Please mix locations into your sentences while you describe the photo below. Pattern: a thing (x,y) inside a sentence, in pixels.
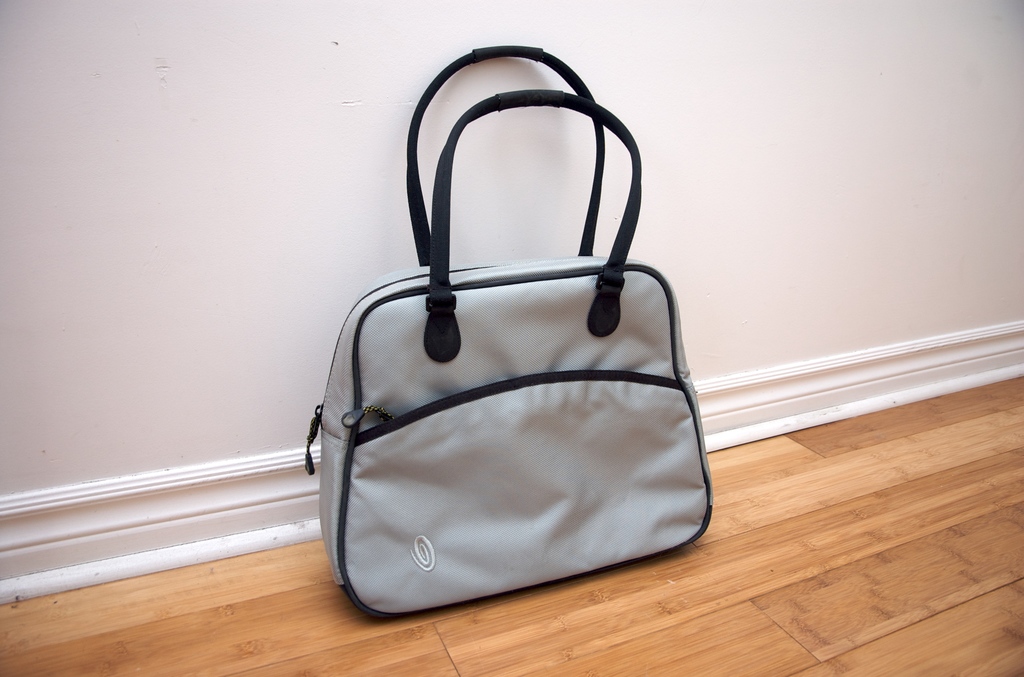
This picture is consists of a handbag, which is placed on the floor (577,668) and the color of it, is grey and black.
